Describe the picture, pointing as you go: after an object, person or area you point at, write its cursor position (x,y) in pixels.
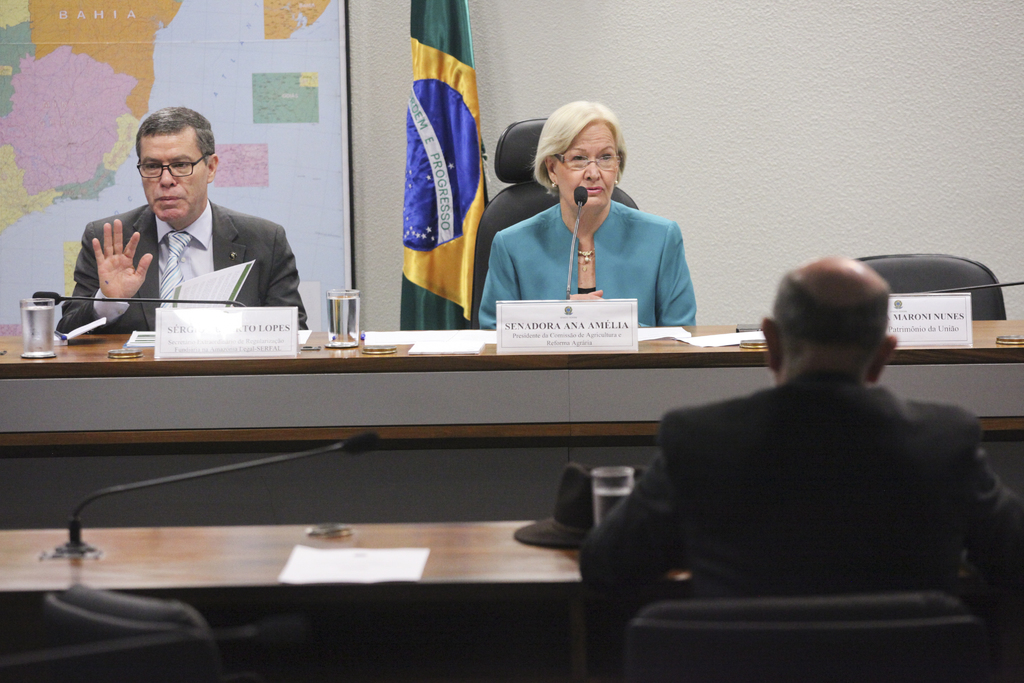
In the image in the center (657,265) we can see two persons (547,272) were sitting. In front of them we can see the table (440,370), on table (522,358) we can see some objects (557,323). Coming to the background (630,85) we can see the map (330,109), flag (457,101) and wall (832,105). In front of them we can see one man (767,567) sitting on the chair (703,613). Beside him we can see one more table (271,579).
